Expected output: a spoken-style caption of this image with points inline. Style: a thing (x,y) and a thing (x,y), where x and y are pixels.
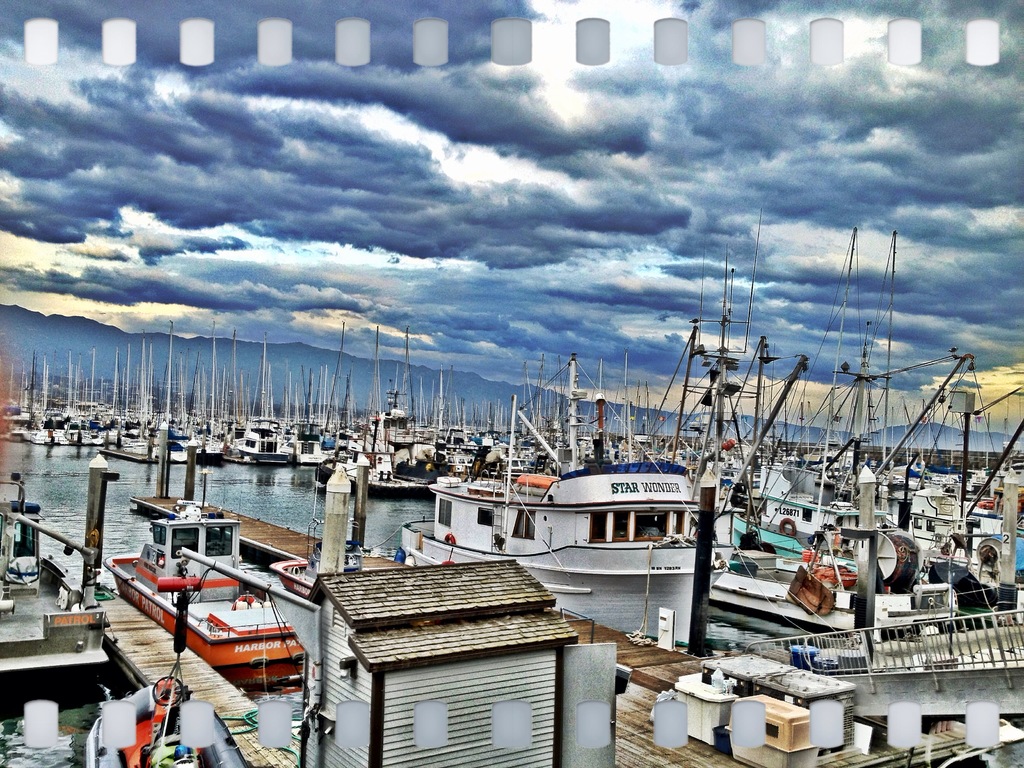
In the image in the center (352,490) we can see ships (579,603), poles (904,515), water (241,469), banners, bags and few other objects (528,627). In the background (529,276) we can see the sky (26,247), clouds (377,200) and hills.
